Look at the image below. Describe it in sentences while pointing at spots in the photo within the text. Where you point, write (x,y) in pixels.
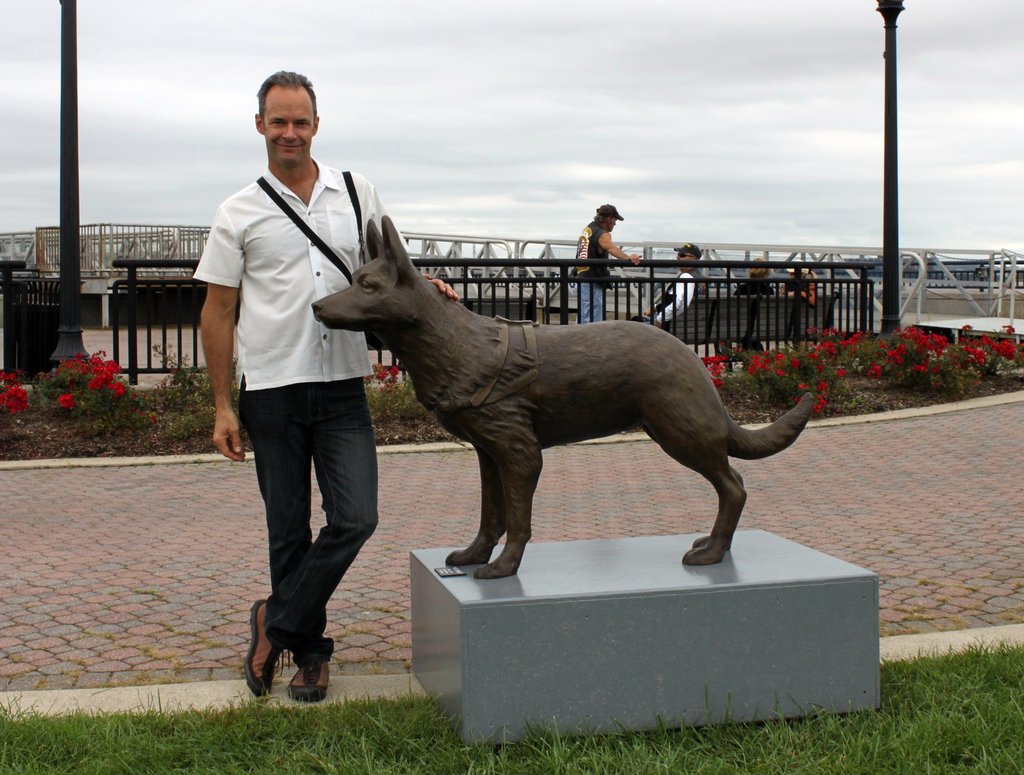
In this picture outside of the city. There are five people (316,214). The two persons (257,438) are standing and three persons (761,292) are sitting on a bench (773,319). In the center (359,469) we have a white color shirt person (270,375). He is wearing a bag (337,266). He is smiling. He is holding a statue (487,457). We can see in background (698,161) sky (580,218), pole (895,327) and beautiful flowers (883,346).
